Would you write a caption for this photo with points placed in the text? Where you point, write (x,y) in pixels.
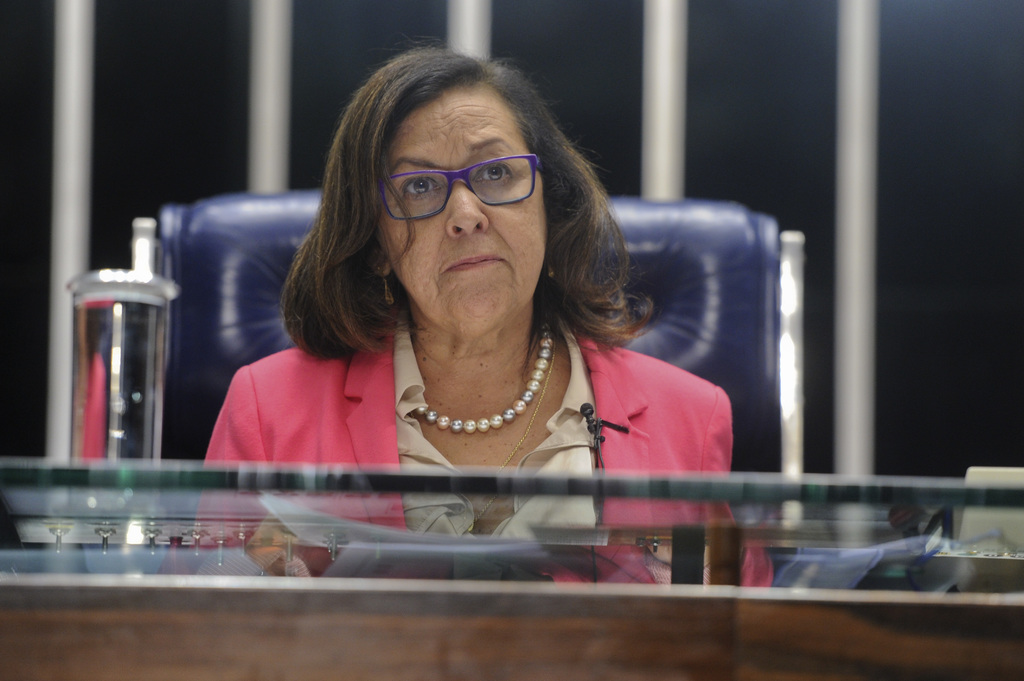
In the foreground of this picture (581,608) we can see an object (159,487) seems to be the table (484,587) and we can see a metal rod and a glass (132,388) of water (143,394). In the center (542,356) there is a woman (499,441) wearing pink color blazer (645,402) and seems to be sitting on the blue color chair (728,286). The background of the image (149,110) is black in color and we can see the metal rods (273,29) in the background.
